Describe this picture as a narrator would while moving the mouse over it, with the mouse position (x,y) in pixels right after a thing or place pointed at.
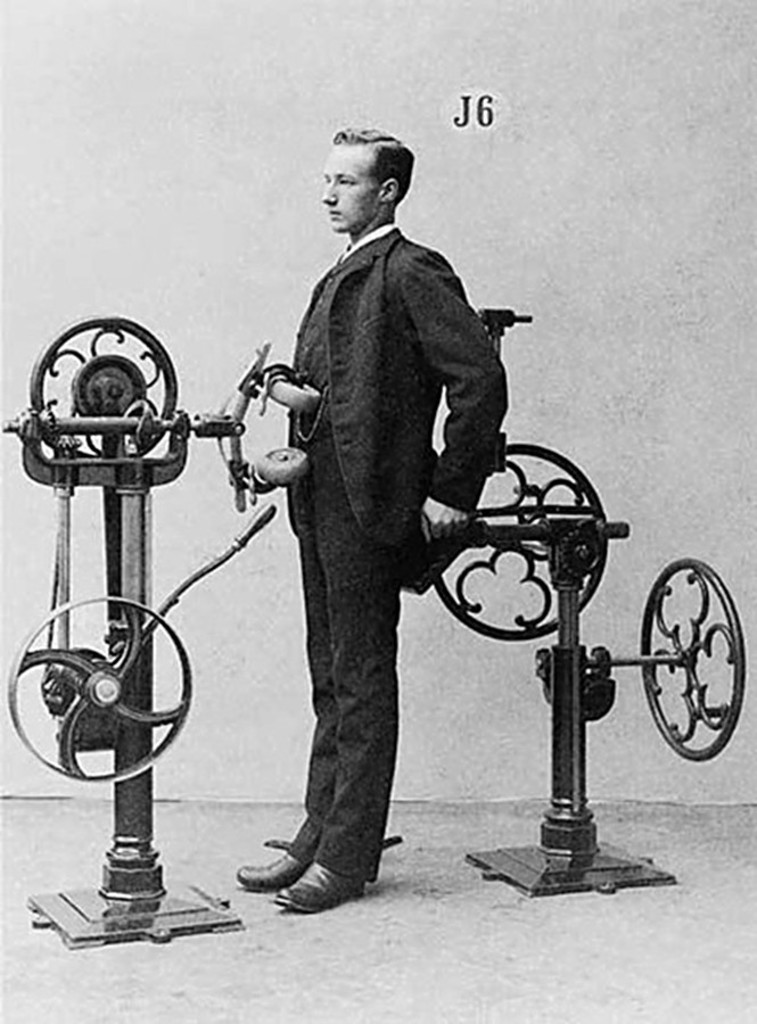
In this image I can see the machine (99,940) and one person (370,496) is standing. The image is in black and white.
